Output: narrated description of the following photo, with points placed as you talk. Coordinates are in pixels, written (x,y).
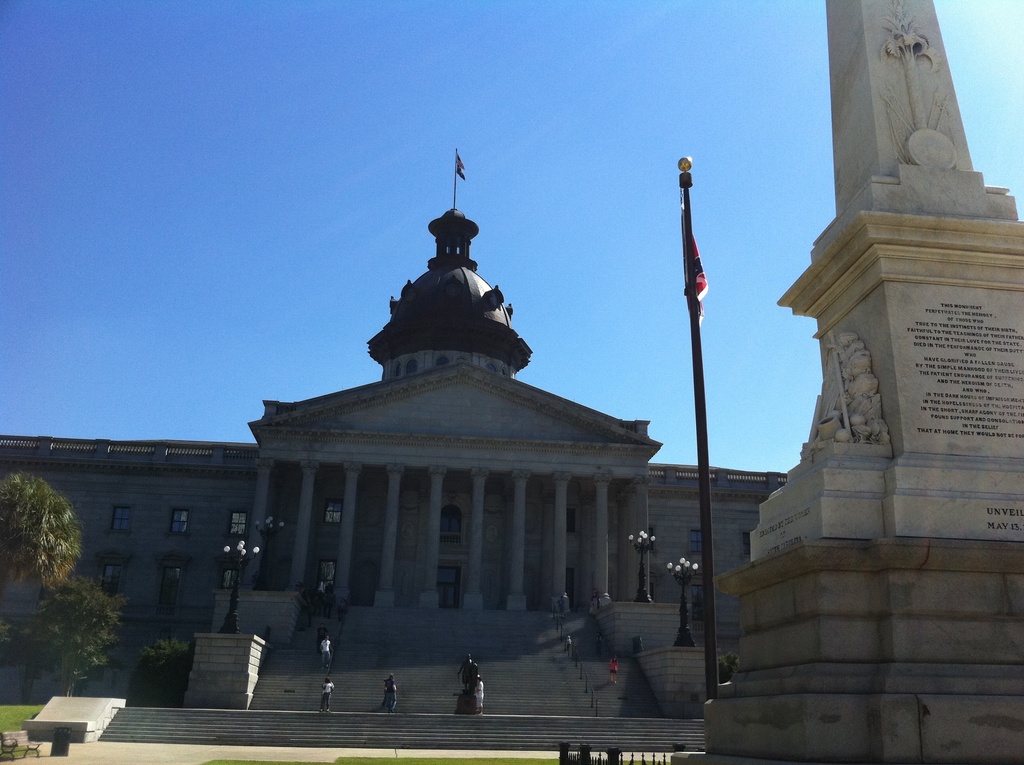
On the right side (924,632), there is a pillar (925,126) and a pole (712,644), which is having a flag (702,259). On the left side (11,511), there are trees (57,525). In the background (179,710), there are persons (328,683) on the steps (526,671) of a building (416,376), which is having a flag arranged on the top (449,214), windows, lights (670,575) attached to the poles (237,585) and there is the blue sky (380,187).
